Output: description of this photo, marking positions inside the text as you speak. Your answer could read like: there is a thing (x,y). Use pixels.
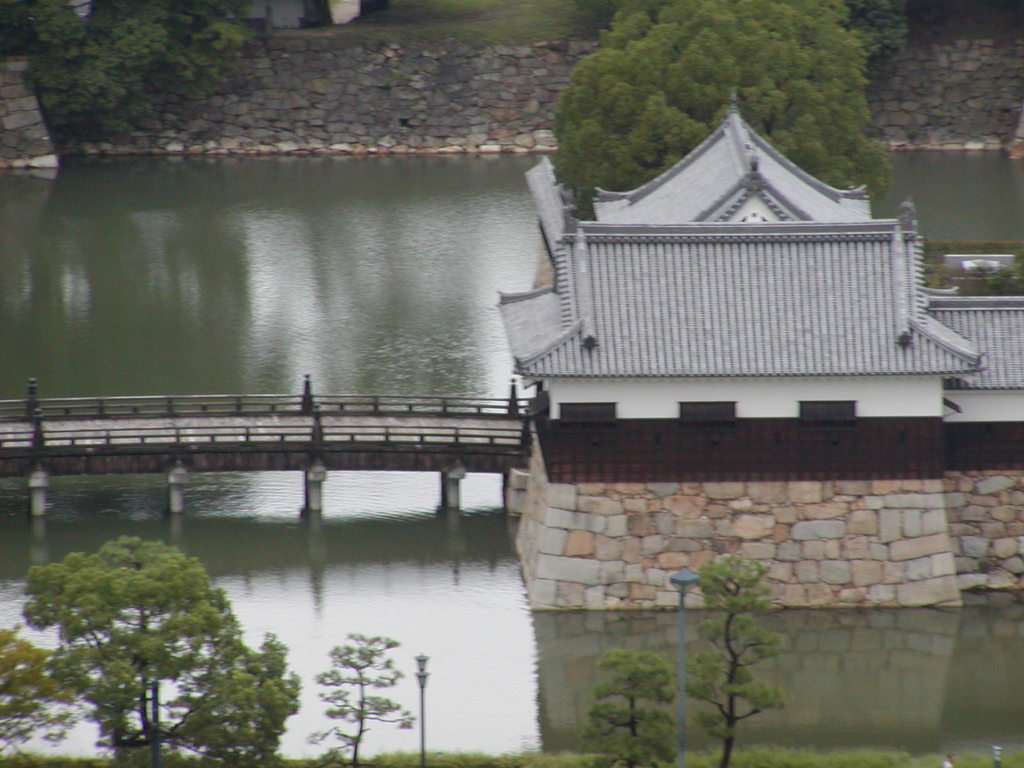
In the background (569,102) we can see wall (394,100), trees (651,100). In this picture we can see water (407,269), bridge (346,408) and a house (683,392).
